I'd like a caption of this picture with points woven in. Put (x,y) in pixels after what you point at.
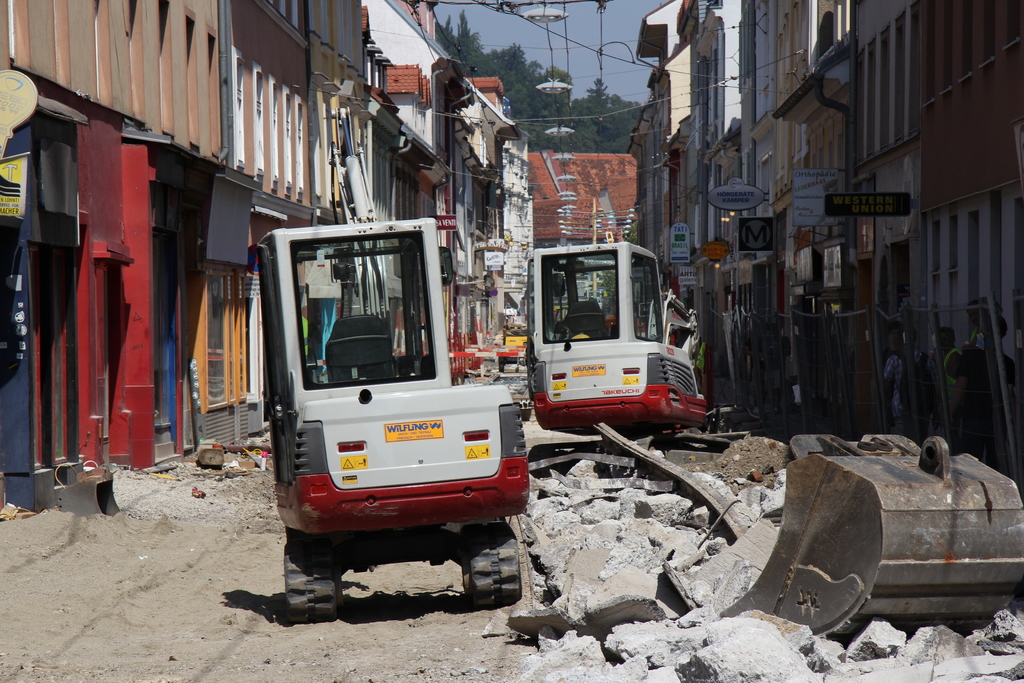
In this picture I can see couple of cranes (636,320) and few buildings (200,374) and trees (573,112) and I can see few rocks (697,515) and a clear sky (583,32).
